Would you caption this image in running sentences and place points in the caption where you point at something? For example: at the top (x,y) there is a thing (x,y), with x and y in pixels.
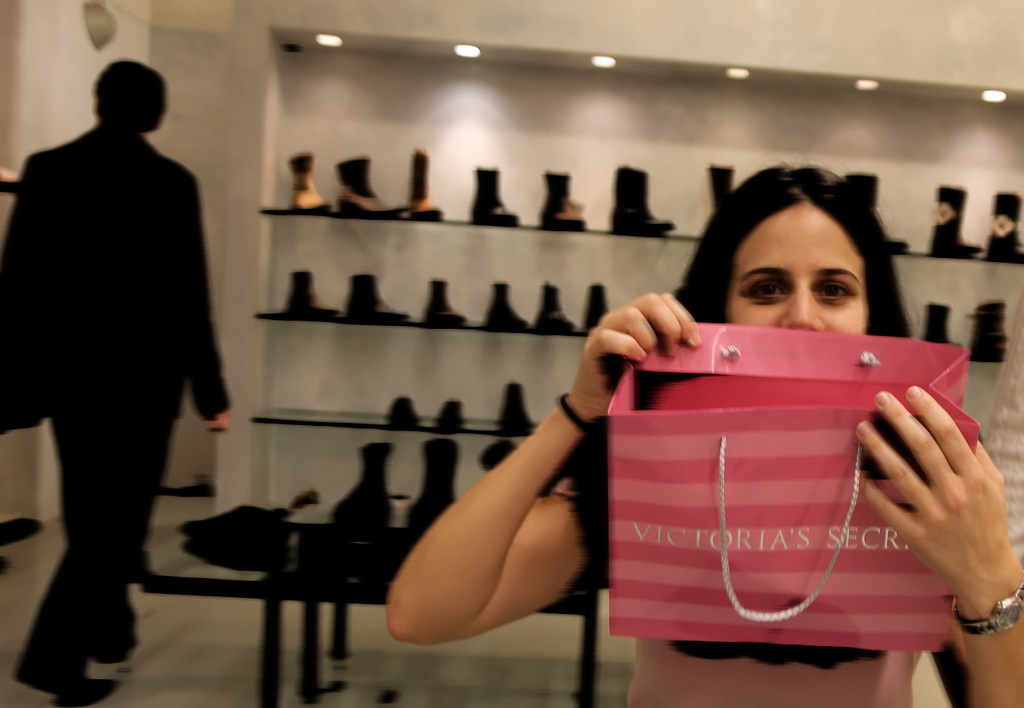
In this image, we can see a lady (709,305) holding bag (725,492) and in the background (194,342), there is a man (124,458) walking and we can see some shoes (476,202) in the shelf (454,275). At the top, there are lights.
